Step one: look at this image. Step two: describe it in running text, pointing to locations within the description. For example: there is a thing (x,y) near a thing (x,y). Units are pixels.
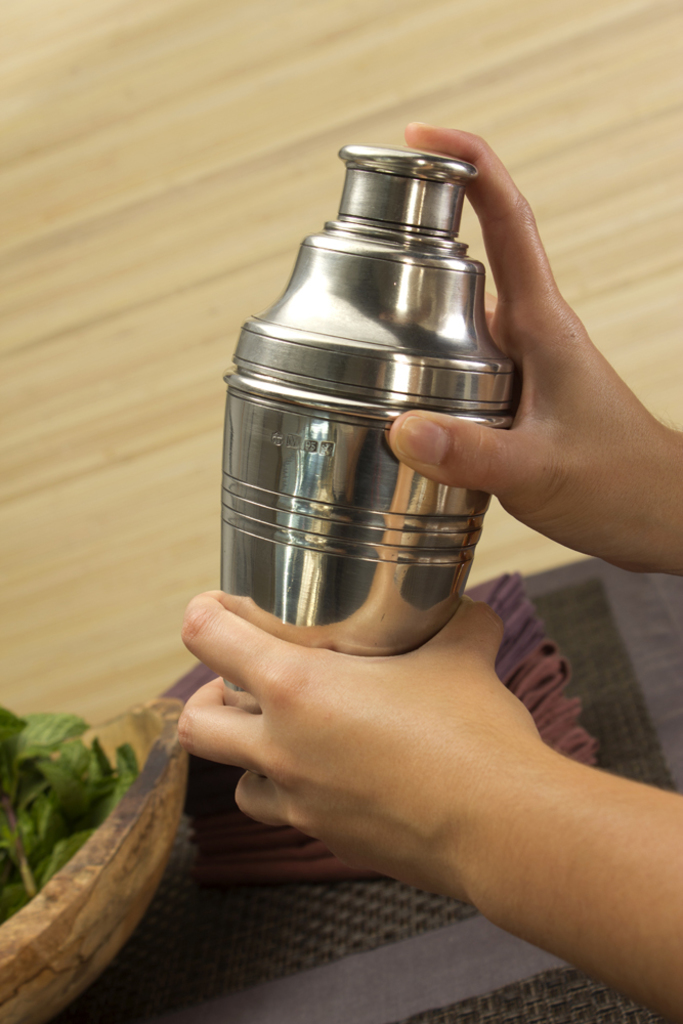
In this image a man (505,281) holding a metal bottle (488,389) in his hands (403,676), beside him there is a wooden plate (136,740), in that there are mint leaves (96,768), in the background (209,118) there is a table (575,144).
